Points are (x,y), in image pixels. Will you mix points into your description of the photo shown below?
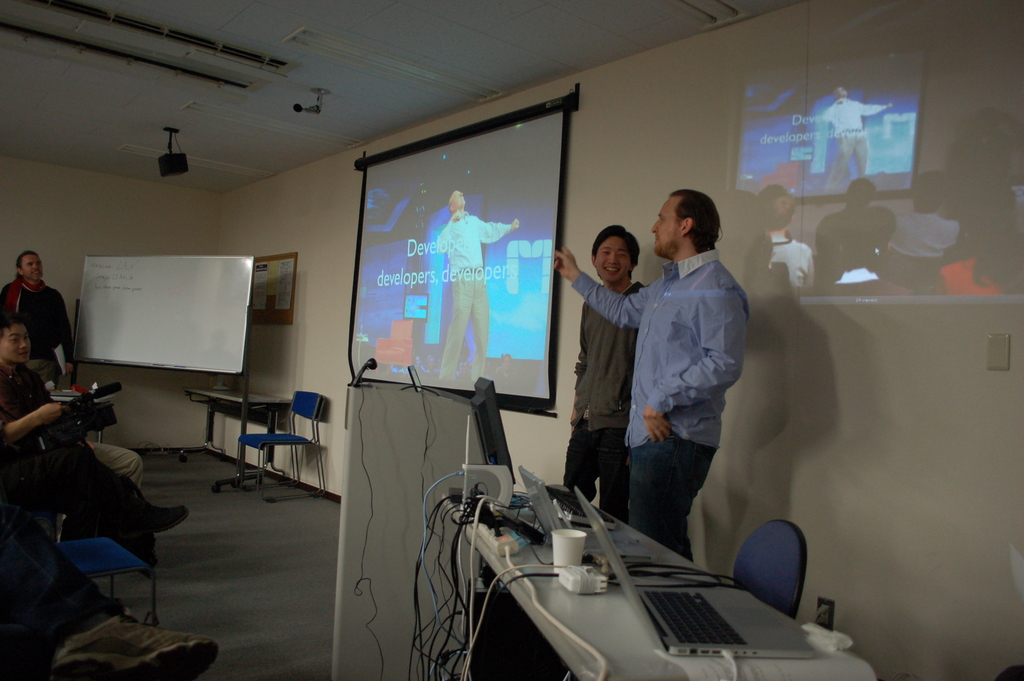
In the center of the image (430,291) there is a screen (440,284). On the right side of the image (706,270) there are persons (609,396), paper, table (608,599), glass (565,548), monitor (496,428). On the left side of the image (140,290) there is a board (190,286), persons (19,283), chair (95,572). In the background (353,236) there is a wall (178,204).
